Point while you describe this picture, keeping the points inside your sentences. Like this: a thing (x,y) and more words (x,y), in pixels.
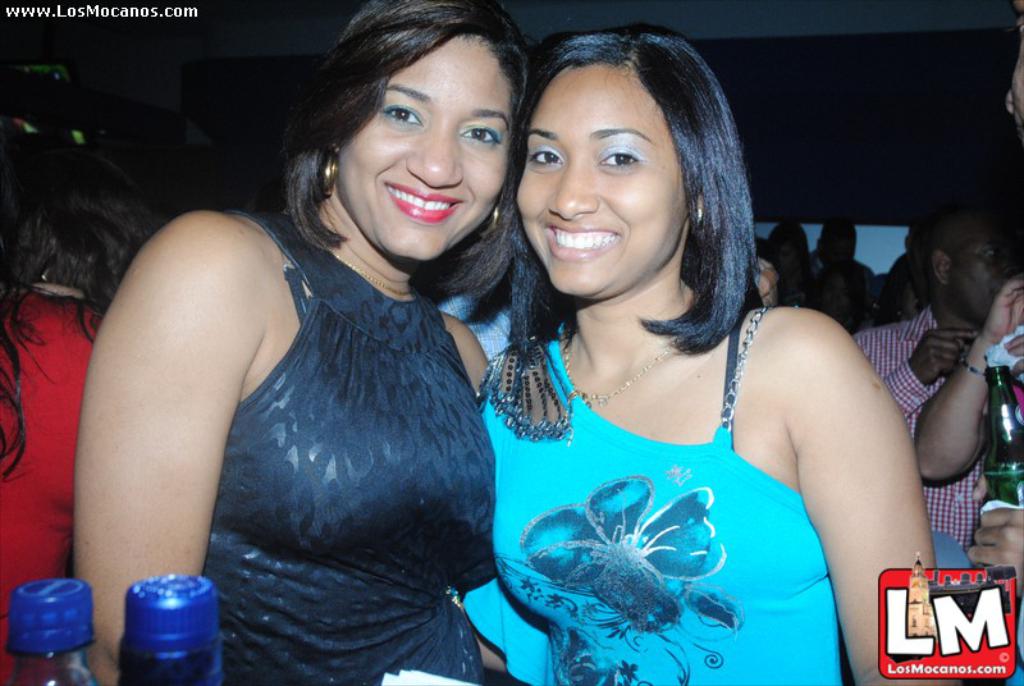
In front of the image there are two bottles (61,585). There are two people (277,253) having a smile on their faces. Behind them there are a few people (999,526) standing. In the background of the image (882,148) there is a wall (869,141). There is some text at the top of the image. There is a watermark (1002,649) at the bottom of the image (885,651).
